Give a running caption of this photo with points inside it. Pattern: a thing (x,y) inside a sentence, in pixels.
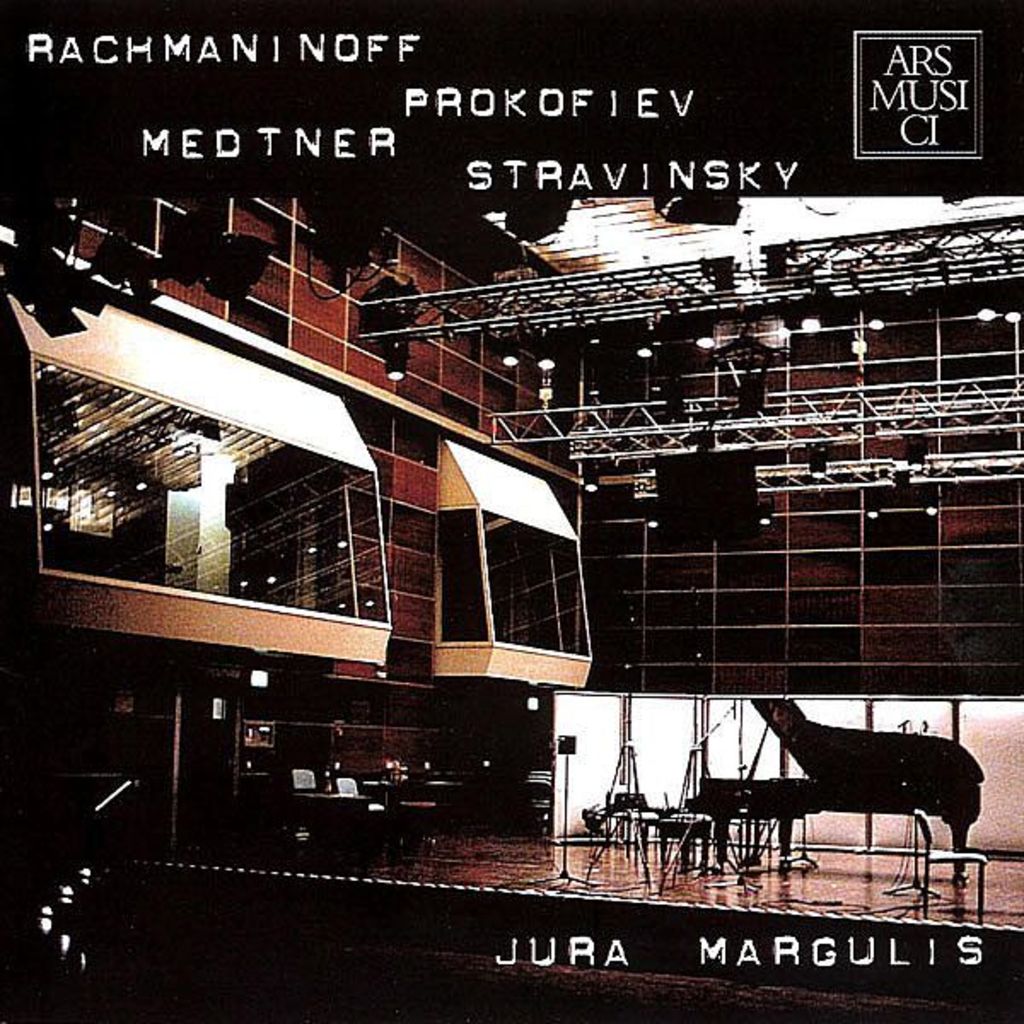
This image consists of a dais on which there is a piano (855,774) along with chairs (946,855). On the left (144,577), it looks like a building (387,454). At the top (472,288), there are lamps (811,324) hanged to the stands (638,431). In the background (673,663), there is a wall (782,641). And we can see the text (241,43) in this image.
